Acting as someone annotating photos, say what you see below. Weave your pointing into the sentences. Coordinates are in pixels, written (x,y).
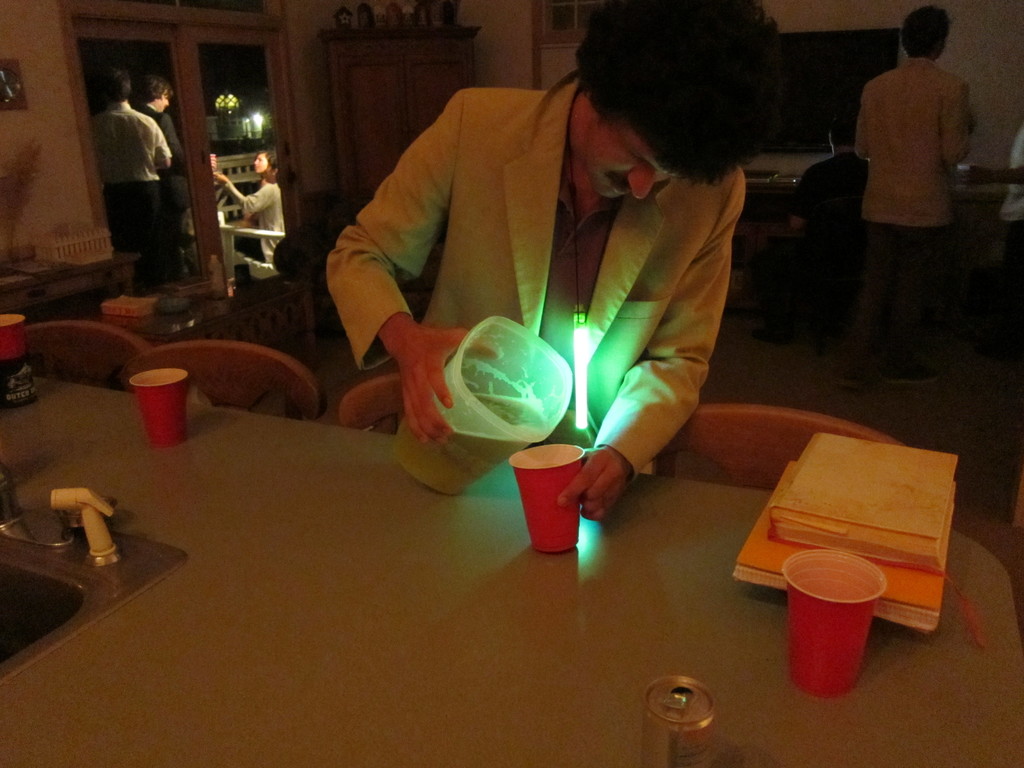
There is a room (791,340). There is a group of people (412,401). They are standing. There is a table (291,535). There is a glass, books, coke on a table (420,517). On the left side (220,176) we have a woman (266,245). She is sitting on a chair (267,232). We can see in background (245,245) window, photo frame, and monitor (820,50).
